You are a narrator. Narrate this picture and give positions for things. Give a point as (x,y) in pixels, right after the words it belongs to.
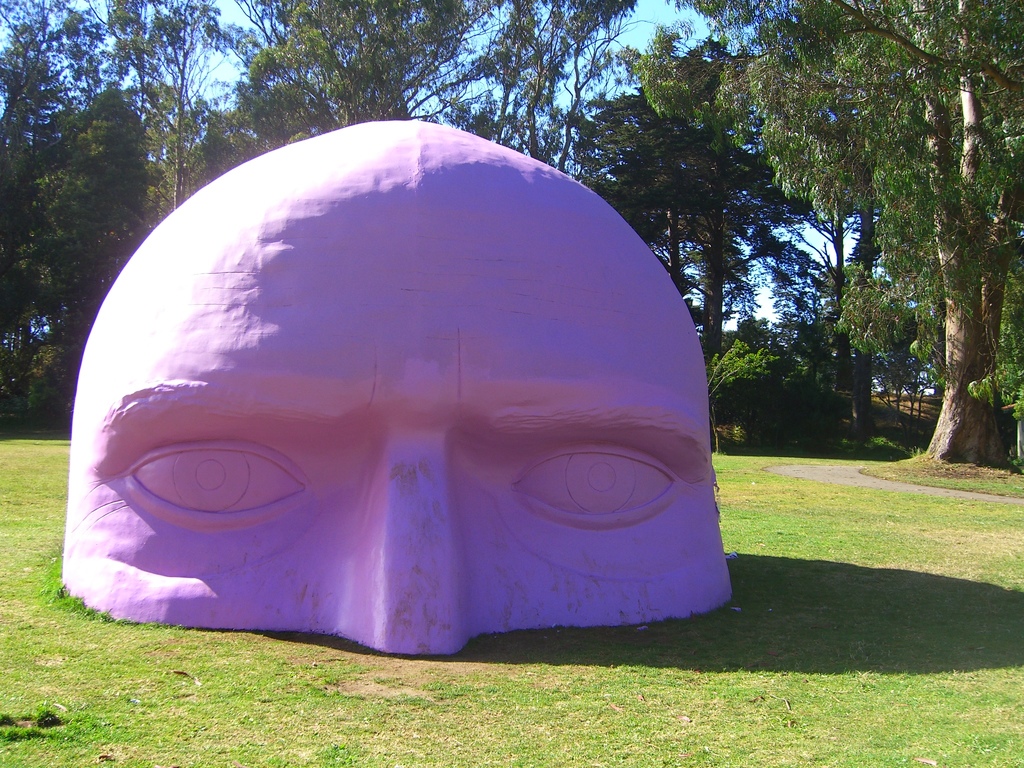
In this image I can see few trees (541,76) and the sky (694,27). In front (183,332) I can see the purple color object (476,356).
